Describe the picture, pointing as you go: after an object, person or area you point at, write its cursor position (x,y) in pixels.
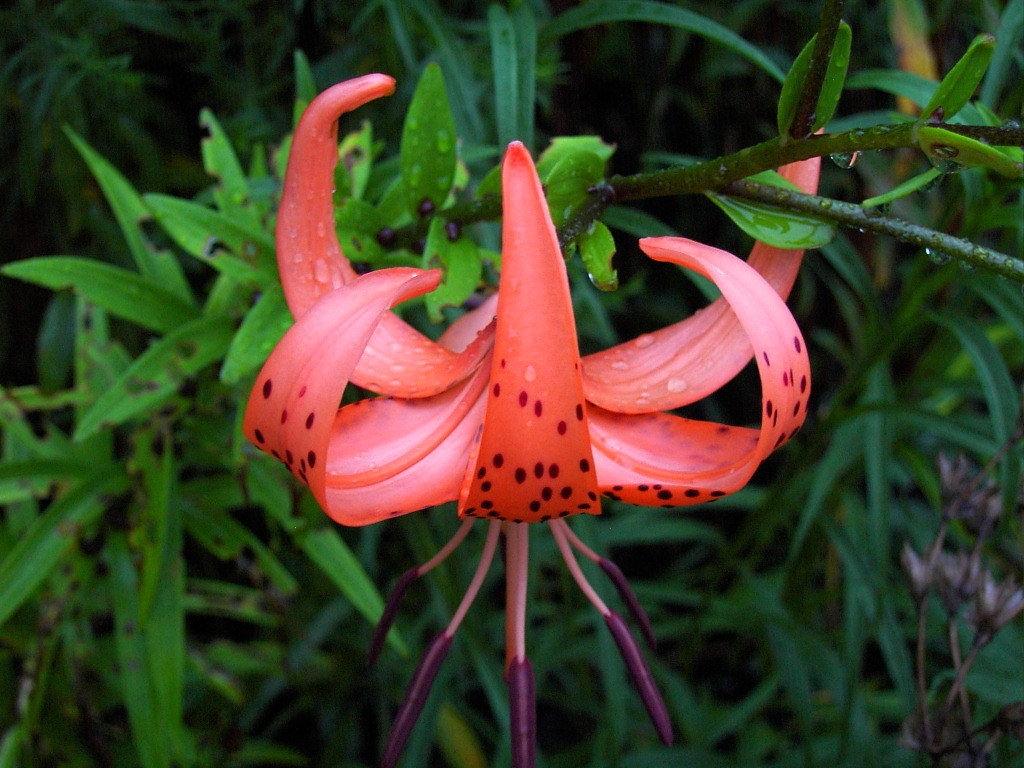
In this image in the front (469,354) there is a flower (543,428) and there are leaves (223,327).
